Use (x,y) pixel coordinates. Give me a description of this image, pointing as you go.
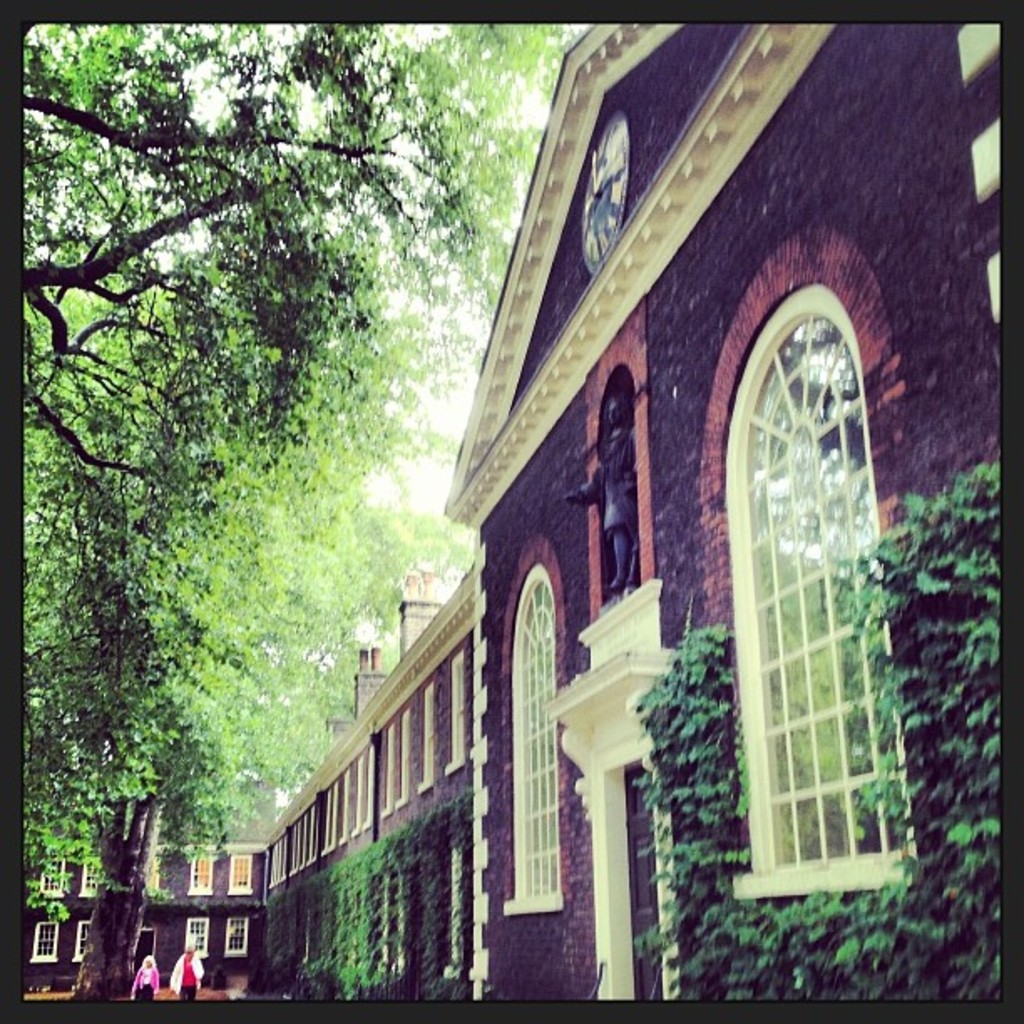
On the left side (279,438), there are two persons (183,991) on the ground (213,991), near a tree (119,834). On the right side (890,310), there is a building (572,534). Which is having glass windows (838,608) and plants (752,944) on the wall (444,915). In the background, there is a building (339,733). Which is having glass windows (60,879) and there is sky (446,394).
